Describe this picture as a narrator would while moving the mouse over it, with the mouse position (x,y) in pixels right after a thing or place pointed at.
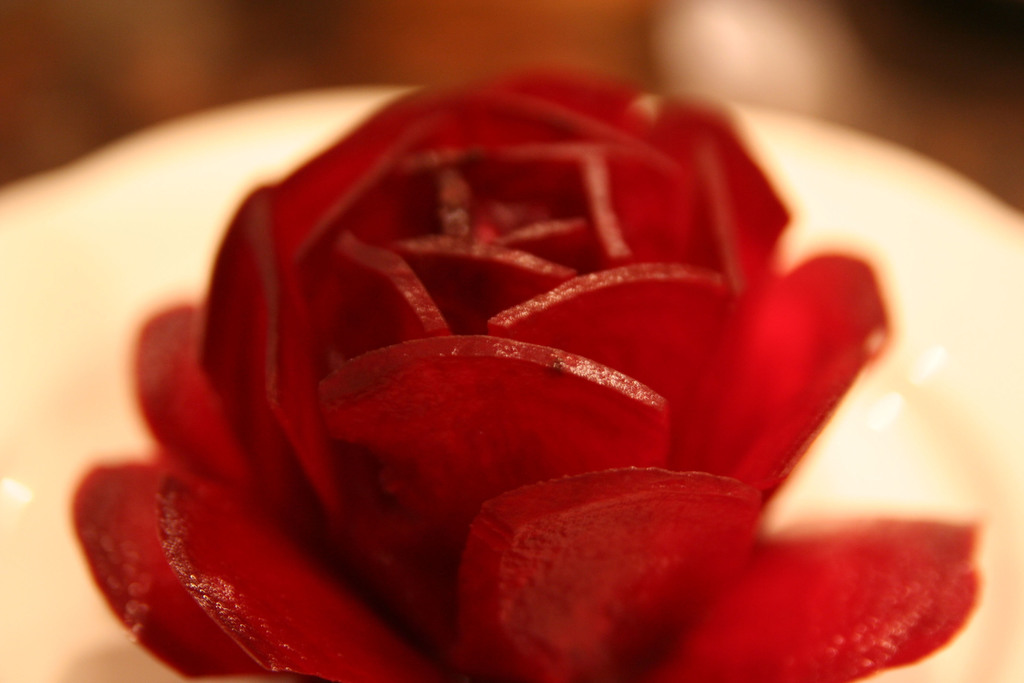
In this image I can see a beetroot (638,446) which is sliced into the shape of a flower. I can see the blurry background (1008,140) which is cream and brown in color.
